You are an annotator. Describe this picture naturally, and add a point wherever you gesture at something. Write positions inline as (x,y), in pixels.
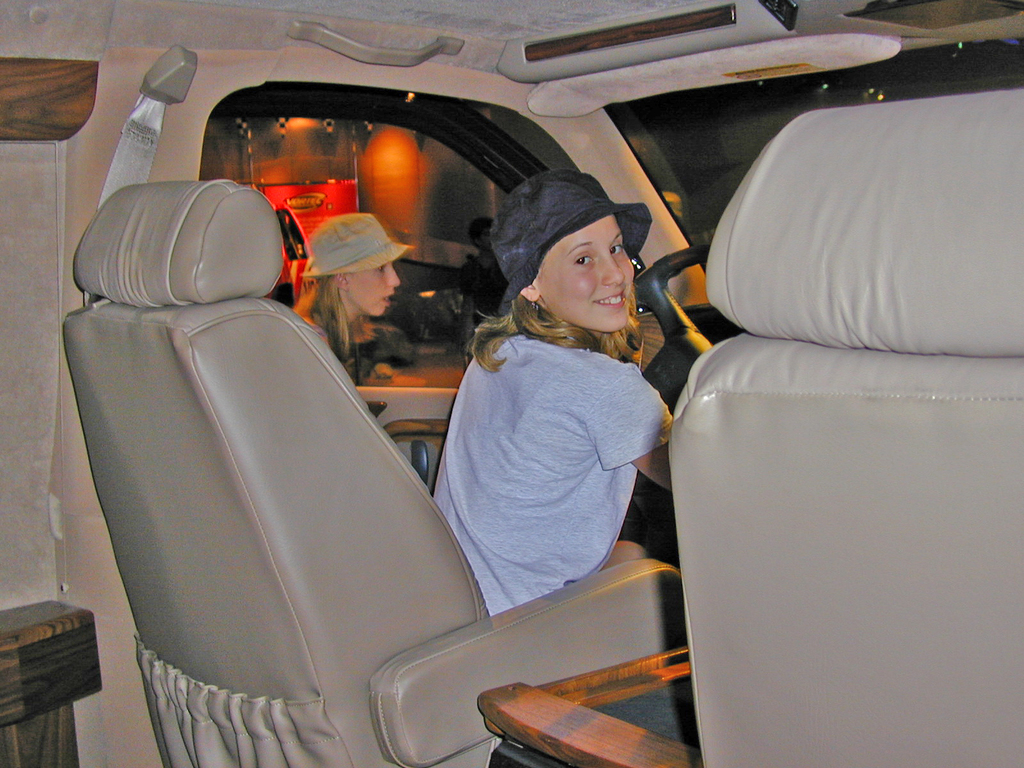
In this image I can see a inside view of the car (841,423), in the car (293,412) I can see person (531,347) sitting on the seat (357,533) and I can see a car window (313,196), through window (401,273) I can see girl (388,288) wearing a cap (365,253) on her head (349,295) and I can see a light focus (368,163) visible through the window (421,161).
